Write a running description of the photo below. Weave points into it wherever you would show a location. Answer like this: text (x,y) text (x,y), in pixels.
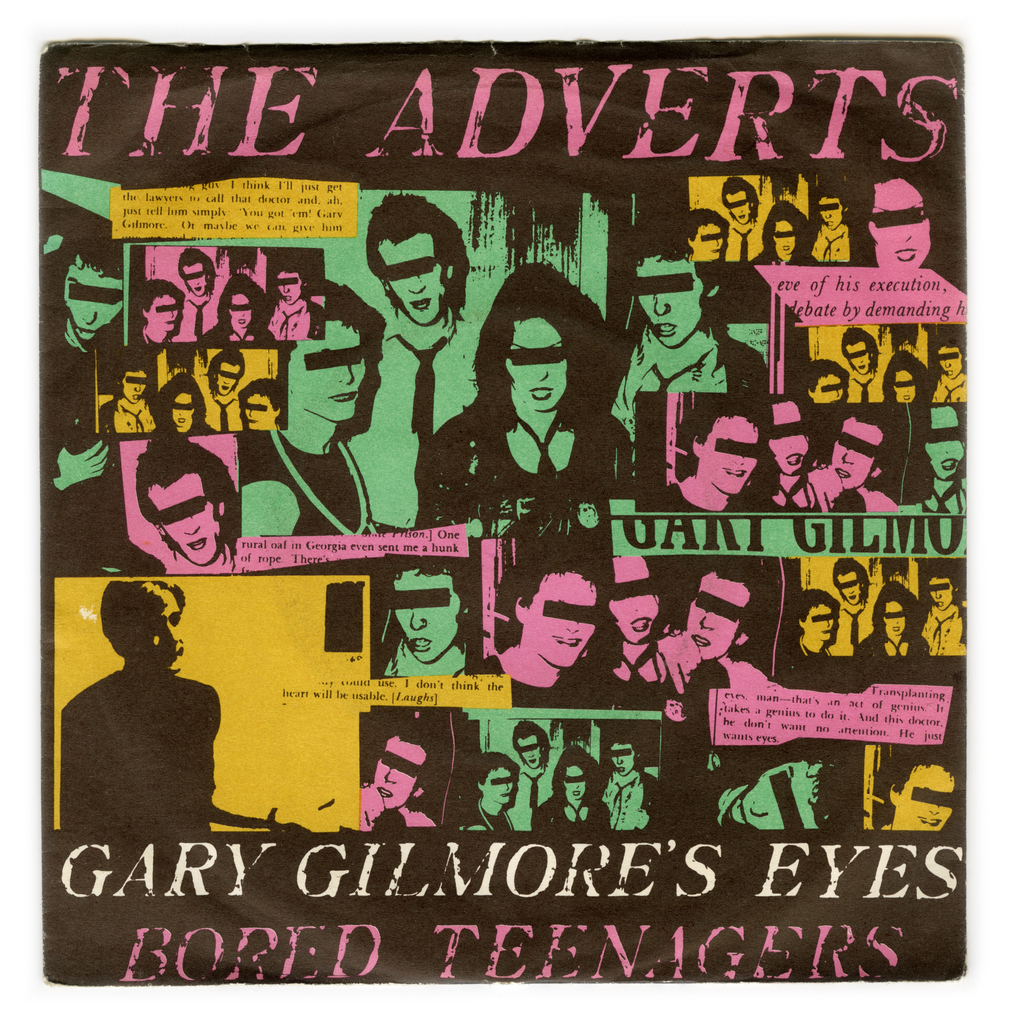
In this picture I can see there is a black color poster (658,254). There are images (559,362) of few men (204,773) and women (567,352). There is something written at the top (567,160) and bottom of the image (138,950). The image has some yellow, pink and green color pictures (354,621) on it.
